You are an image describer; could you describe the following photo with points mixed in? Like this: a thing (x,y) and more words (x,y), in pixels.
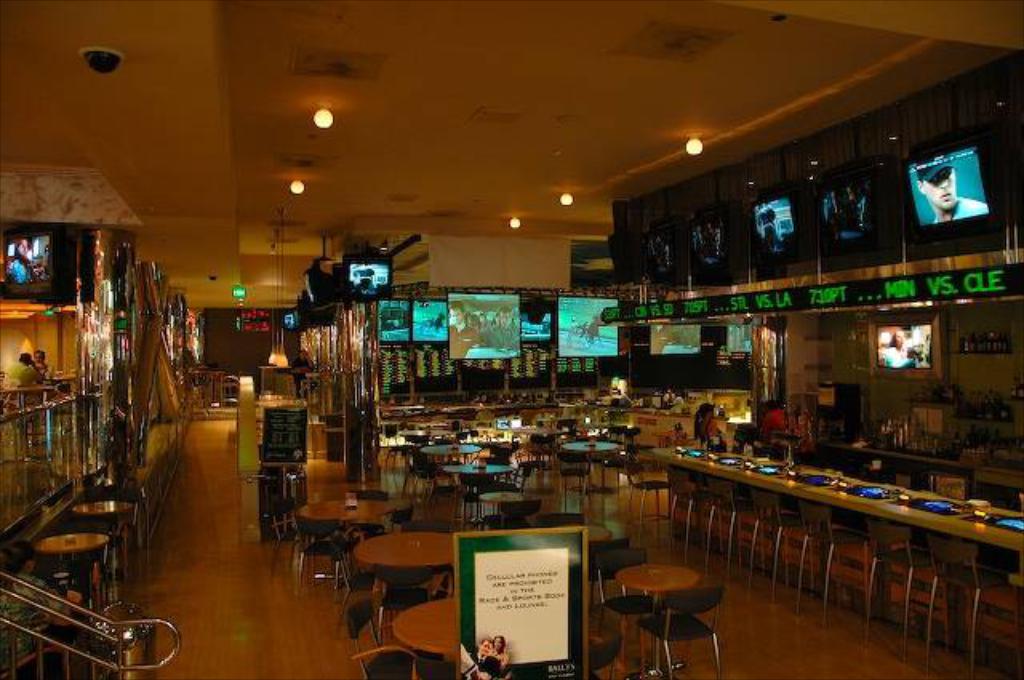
In this image we can see the tables (307,513), chairs (525,497) and also the boards (459,561). We can also see the people (70,600) on the left (42,596). We can see the railing (48,608). Image also consists of many televisions (595,301). We can also see the display screen (892,283), floor (245,607), wall (256,332), lights (321,114) and also the ceiling (559,104).
